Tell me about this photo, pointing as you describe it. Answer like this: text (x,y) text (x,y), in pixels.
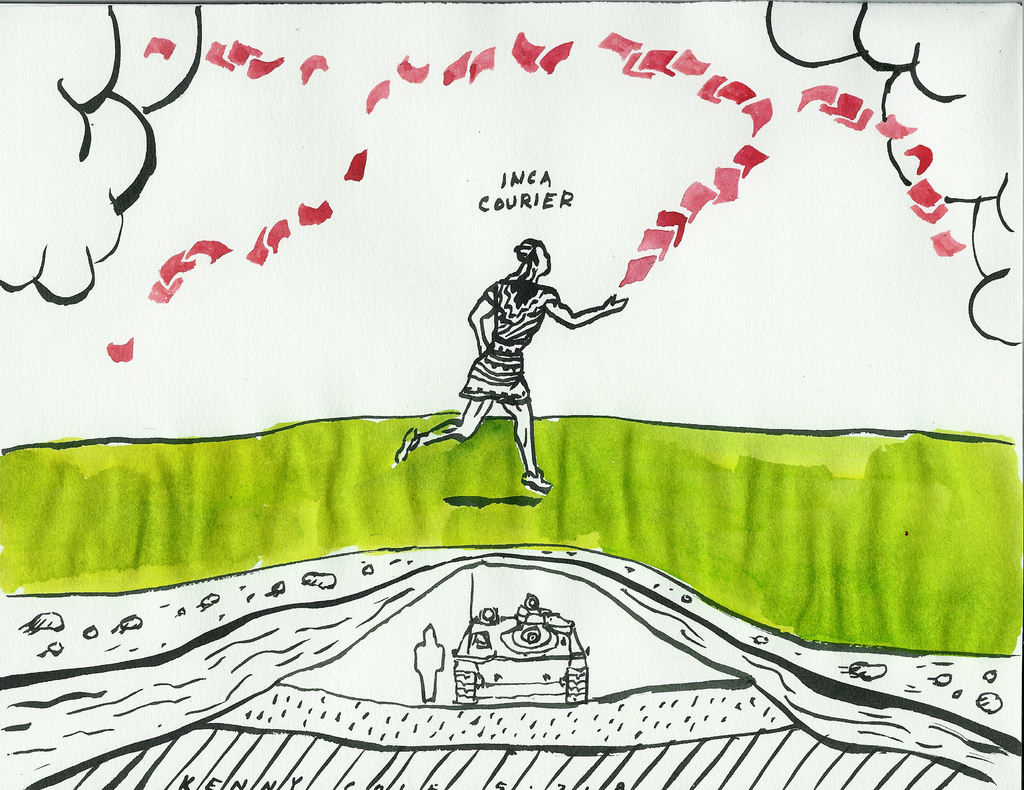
This is a painted image, where on the bottom (515,659), there is a tank (548,654) and a sketch (436,634) of a person (445,653) beside it and it seems like water (199,661) and few stones (92,635) on the bottom (247,654). In the middle (501,514), there is a green path (762,496) on which a woman (522,371) running and there are pink papers (172,268) in the air (790,105). On the top (938,66), right and left there are clouds (142,57).
